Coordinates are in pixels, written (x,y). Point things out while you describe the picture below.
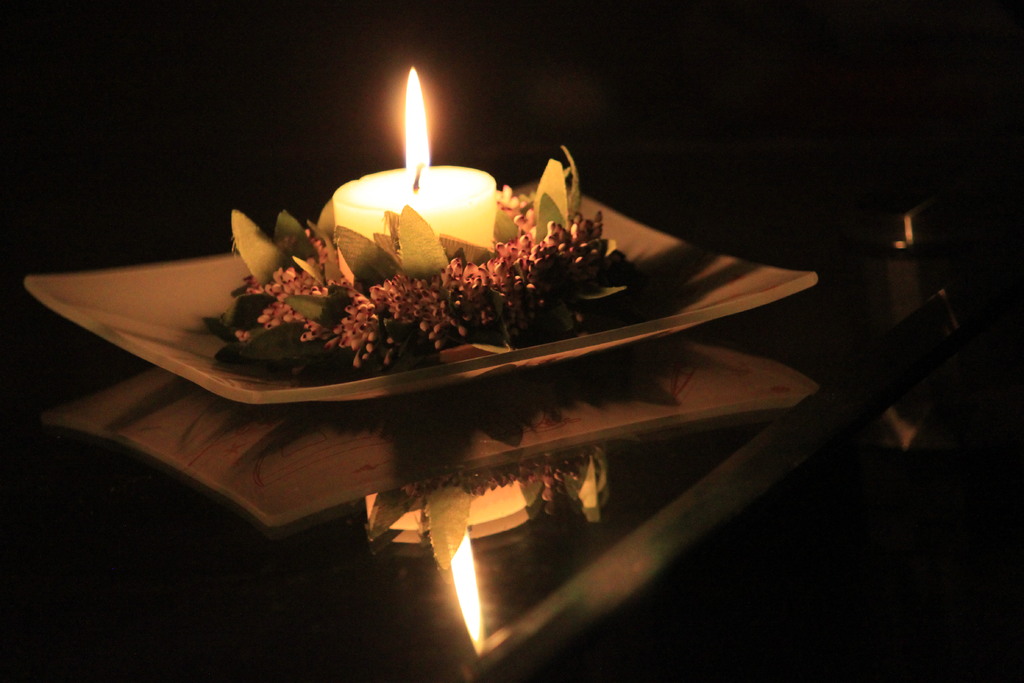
In this image there is a plate (200,379). On the plate (562,357) there are leaves (404,246), flowers (401,284) and a candle (396,211). At the bottom (431,467) there is the reflection (431,484) of the plate (372,382) and a candle (477,509). There is flame (407,134) on the candle (409,167). The background (189,102) is dark.
